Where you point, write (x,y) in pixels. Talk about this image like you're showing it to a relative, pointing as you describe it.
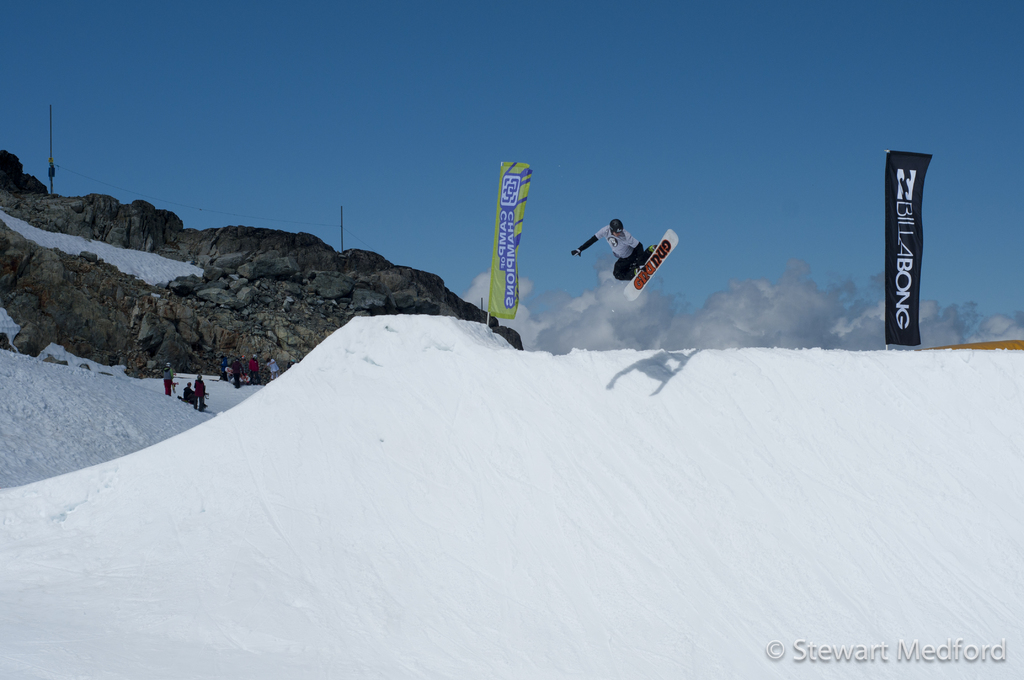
This is the picture of a place (648,240) which has snow (709,356) and we can see a person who is holding the board (663,247) and jumping and also we can see some other people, hills (179,260) and two posters (504,194).
